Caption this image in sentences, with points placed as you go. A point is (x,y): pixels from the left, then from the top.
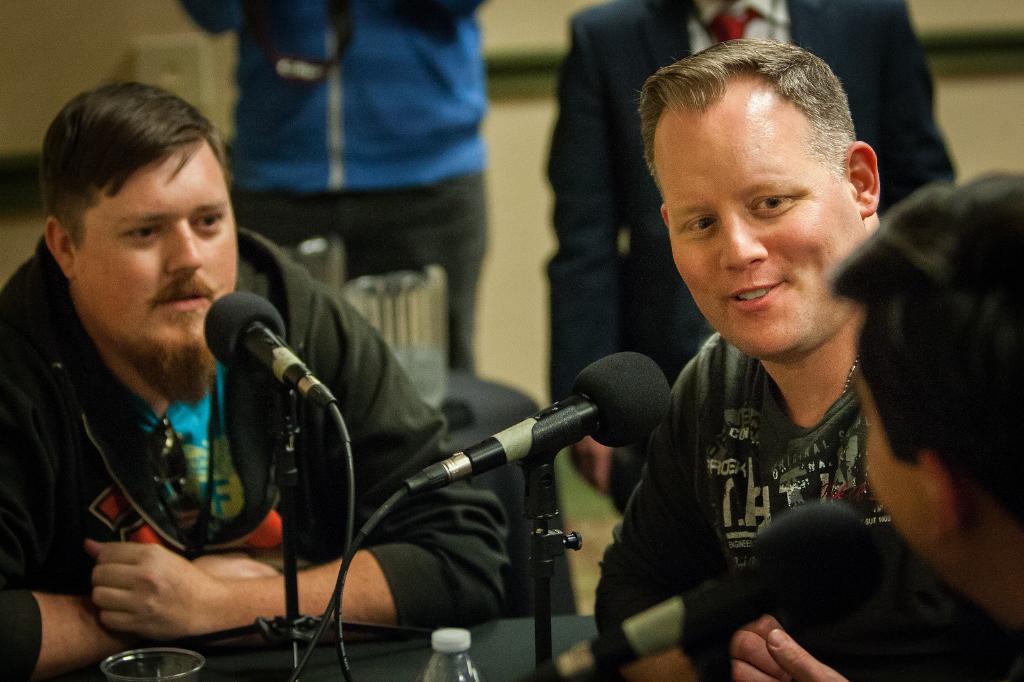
This image consists of three men (706,439) sitting and talking. In front of them, there are mics (546,628). At the bottom (134,673), we can see a glass (121,681) and bottle (469,675) are kept on the table (253,657). On the left (168,422), the man (169,436) is wearing a black jacket (240,468). In the background (593,92), there are two persons (301,105) standing.
